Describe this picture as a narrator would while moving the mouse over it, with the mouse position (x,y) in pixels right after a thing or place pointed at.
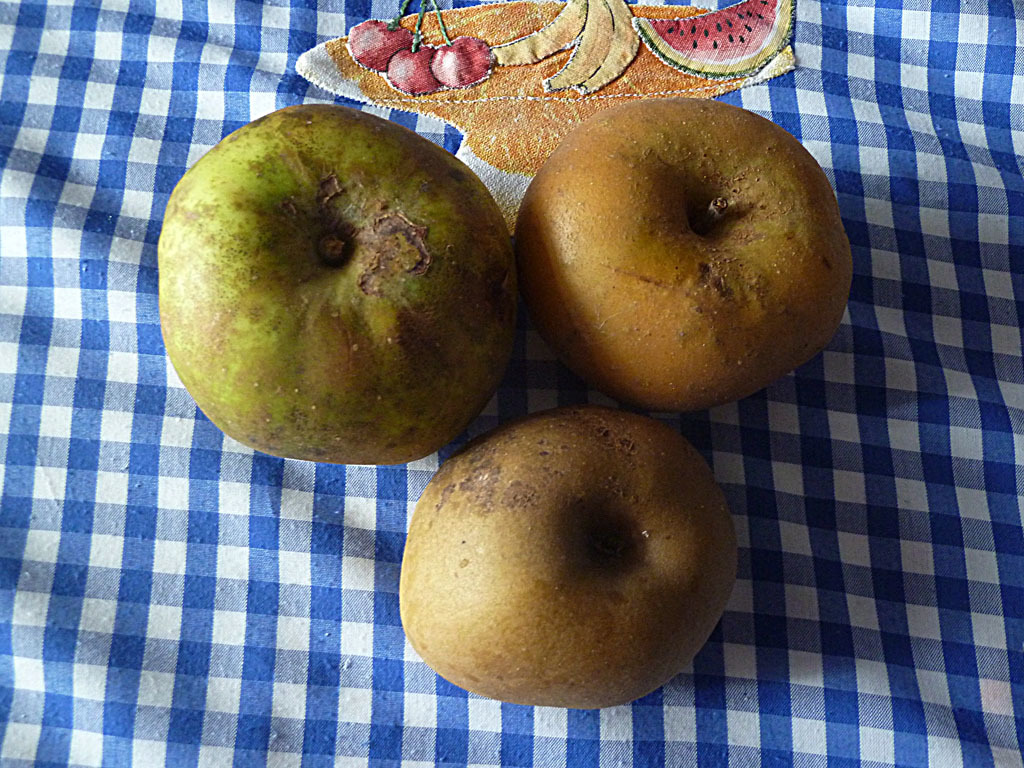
In this image we can see fruits (318,316) on a cloth (690,685). On the cloth (484,134) there is an embroidery (491,67) of fruits (564,50).
